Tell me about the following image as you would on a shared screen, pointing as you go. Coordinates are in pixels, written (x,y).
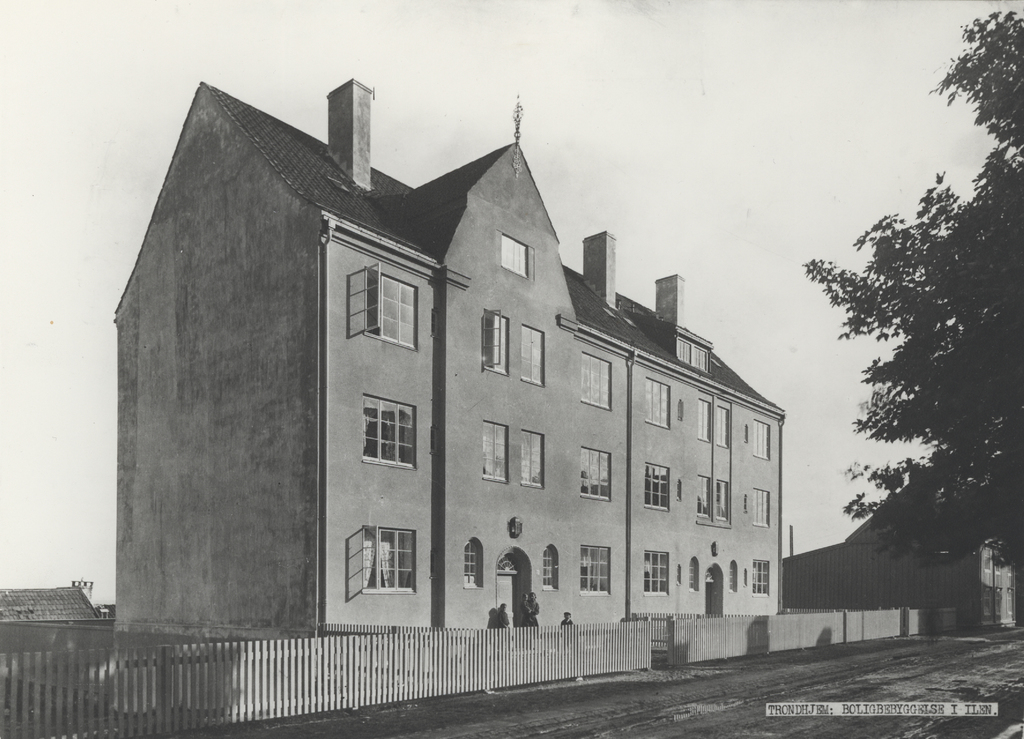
In this picture there is a building (498,452) and there is a fence wall (530,656) in front of it and there is a tree (970,364) in the right corner (951,358).
